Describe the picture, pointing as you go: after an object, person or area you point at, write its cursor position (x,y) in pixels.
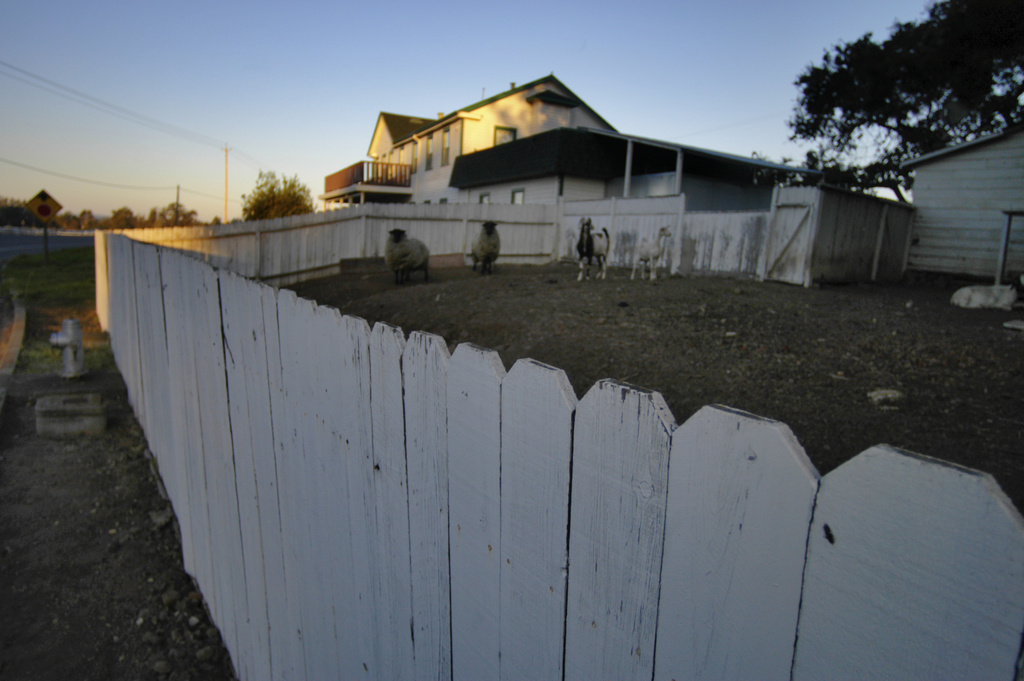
In this image there are animals (390,253) and we can see a fence (187,279). In the background (539,184) there are buildings (571,148), trees (840,96), poles (227,180), wires (158,119) and sky (343,29).
